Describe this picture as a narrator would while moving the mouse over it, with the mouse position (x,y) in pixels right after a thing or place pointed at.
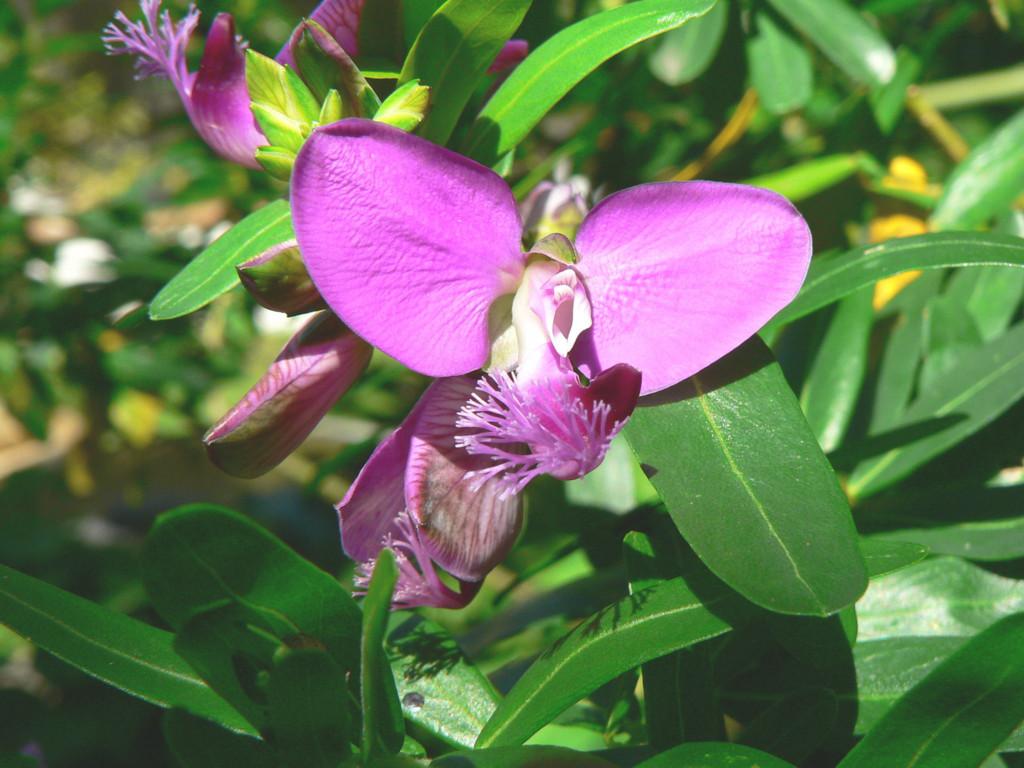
The picture consists of a plant (855,723). In the foreground (492,694) we can see leaves (638,609) and flowers (170,44). In the background (97,236) there is greenery (642,111).
